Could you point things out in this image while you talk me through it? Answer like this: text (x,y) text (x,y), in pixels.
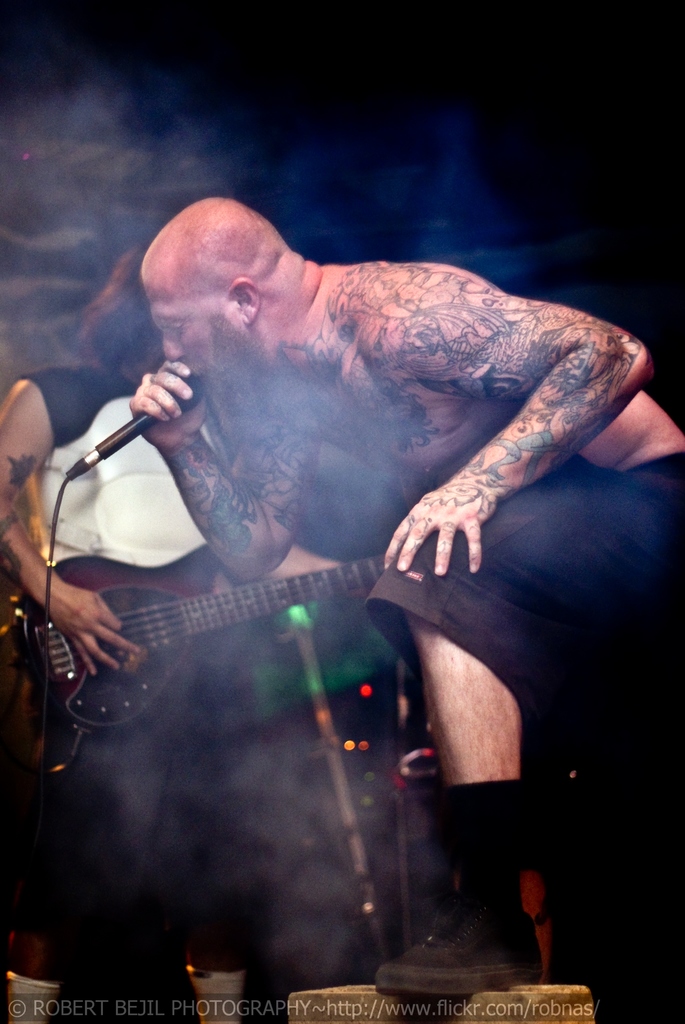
There are two persons (246,256). They are standing. They are playing a musical instruments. One person (401,528) is singing a song. We can see in background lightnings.
